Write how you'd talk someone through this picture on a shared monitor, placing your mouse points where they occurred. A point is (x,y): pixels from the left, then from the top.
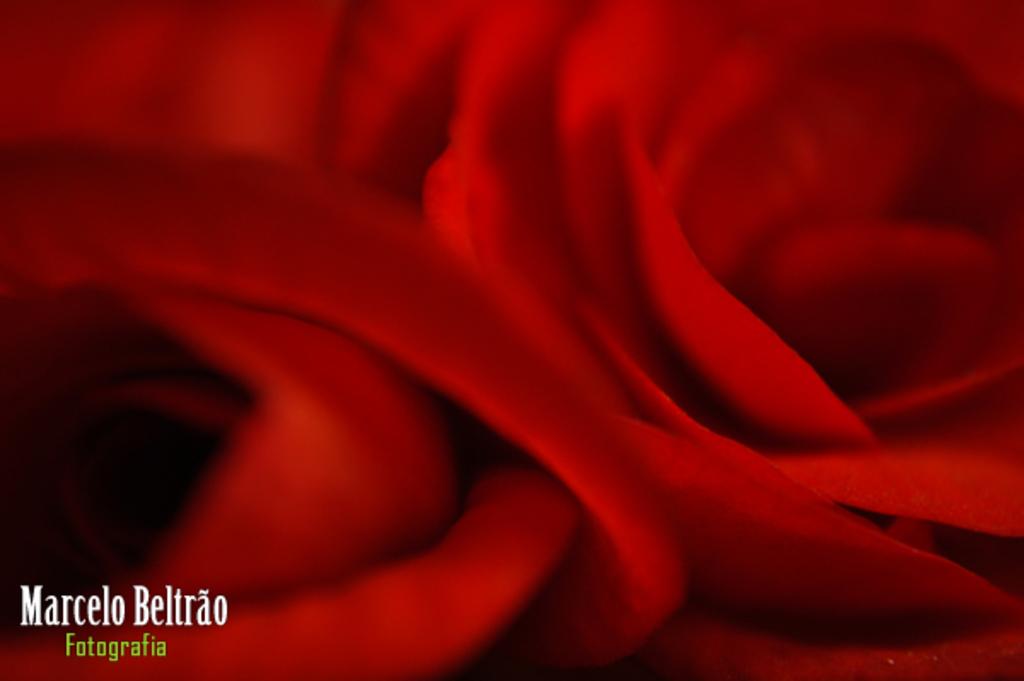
This is a zoom in picture of a red color flower (310,325) as we can see in the middle of this image (377,430), and there is a text (105,648) in the bottom left corner of this image (112,638).
